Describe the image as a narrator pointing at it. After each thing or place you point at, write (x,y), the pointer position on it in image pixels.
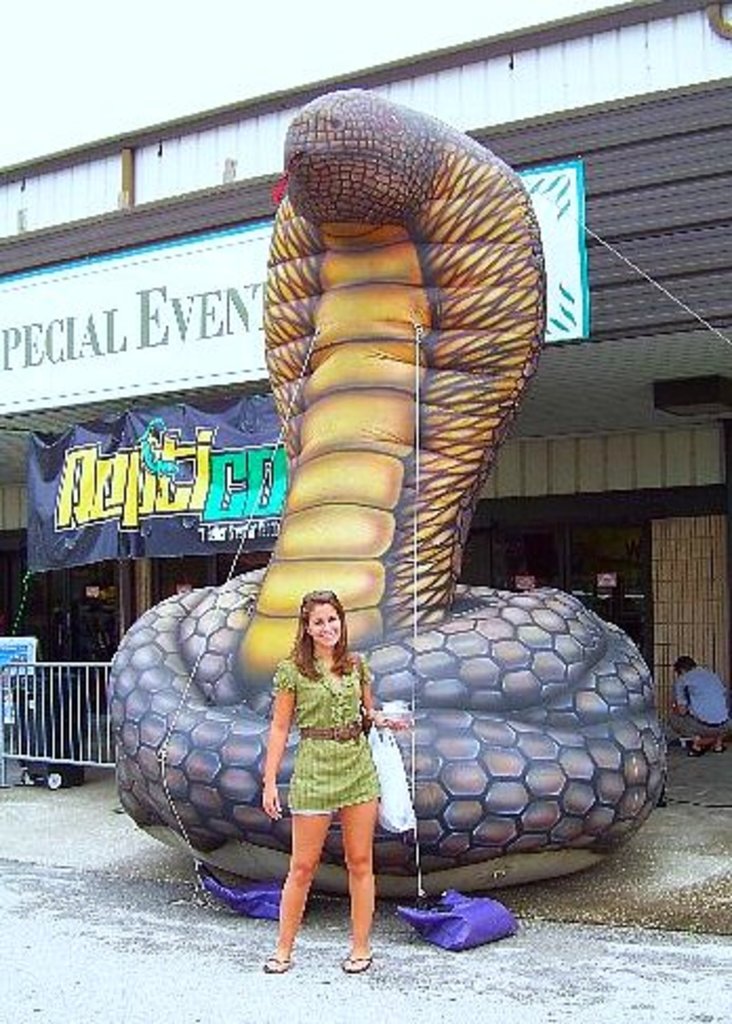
In this picture we can observe an inflatable (400,557) which is in the shape of a snake. There is a woman (352,744) standing and smiling in front of this inflatable (412,644). In the background (39,544) there is a blue color cloth (112,471) and white color board (147,288). We can observe a building (658,442) here.
